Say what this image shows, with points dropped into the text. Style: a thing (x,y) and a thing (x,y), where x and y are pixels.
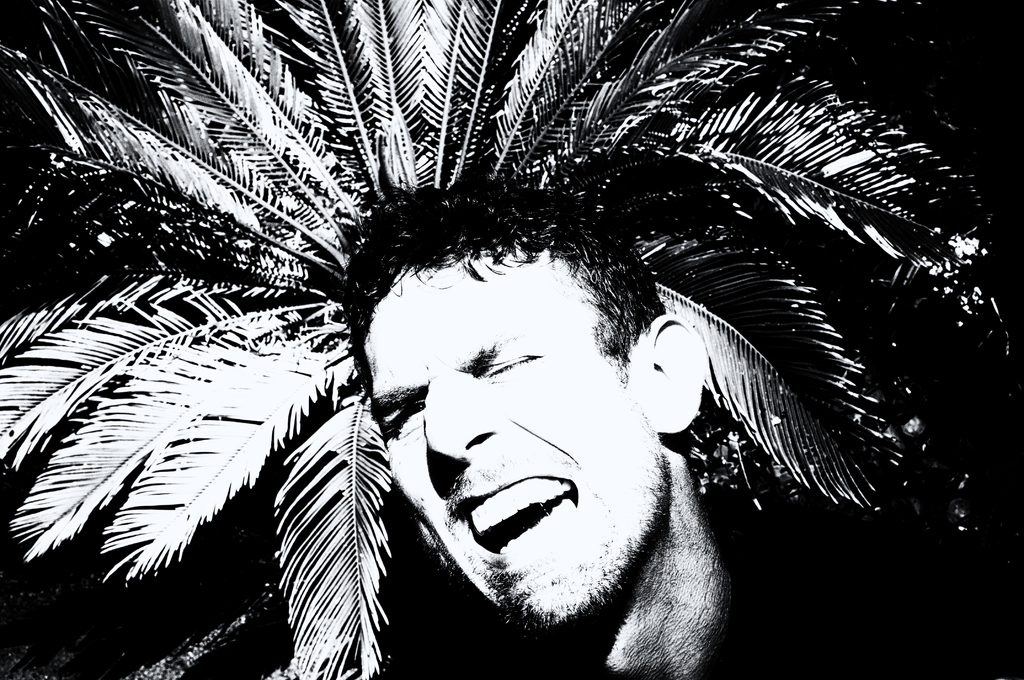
As we can see in the image there is a man (642,493) wearing black color jacket (746,634) and there is a tree (253,129). The image is little dark.
